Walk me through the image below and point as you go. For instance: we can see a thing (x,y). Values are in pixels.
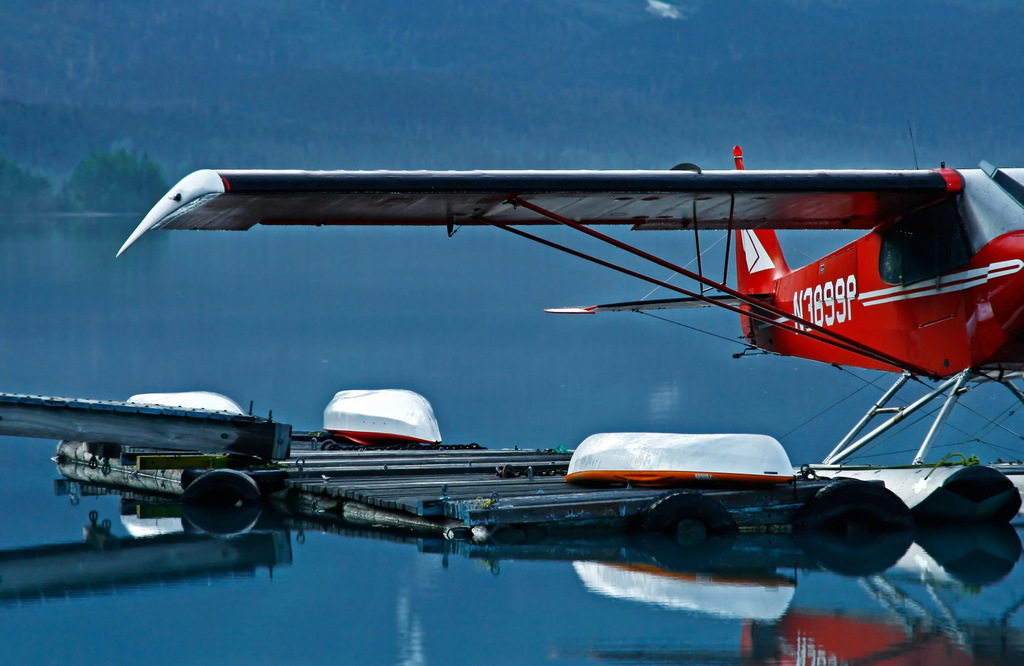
In this image I can see the boat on the water (471,617). To the side I can see an aircraft (847,338) which is in red and ash color. In the background (381,134) there are many trees (386,142).
